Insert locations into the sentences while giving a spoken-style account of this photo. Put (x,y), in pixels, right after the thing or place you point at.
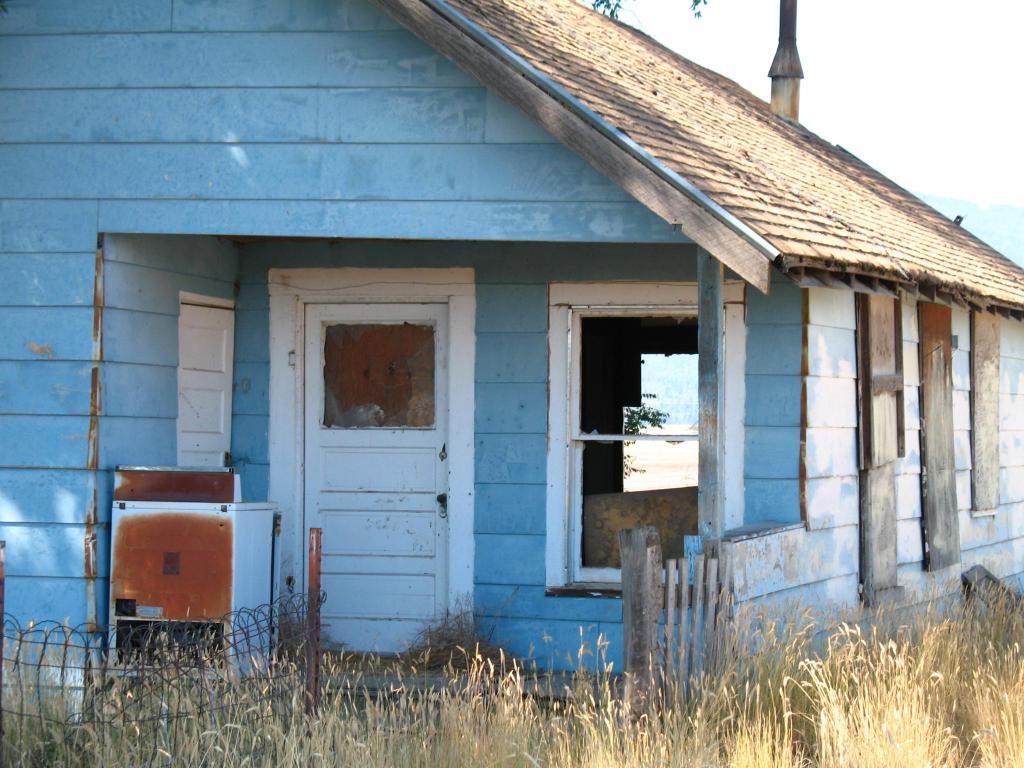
In this picture we can see a house (82,531), roof top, door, window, railing (248,715) and few objects (121,499). At the bottom portion of the picture (910,688) we can see plants (879,712).
